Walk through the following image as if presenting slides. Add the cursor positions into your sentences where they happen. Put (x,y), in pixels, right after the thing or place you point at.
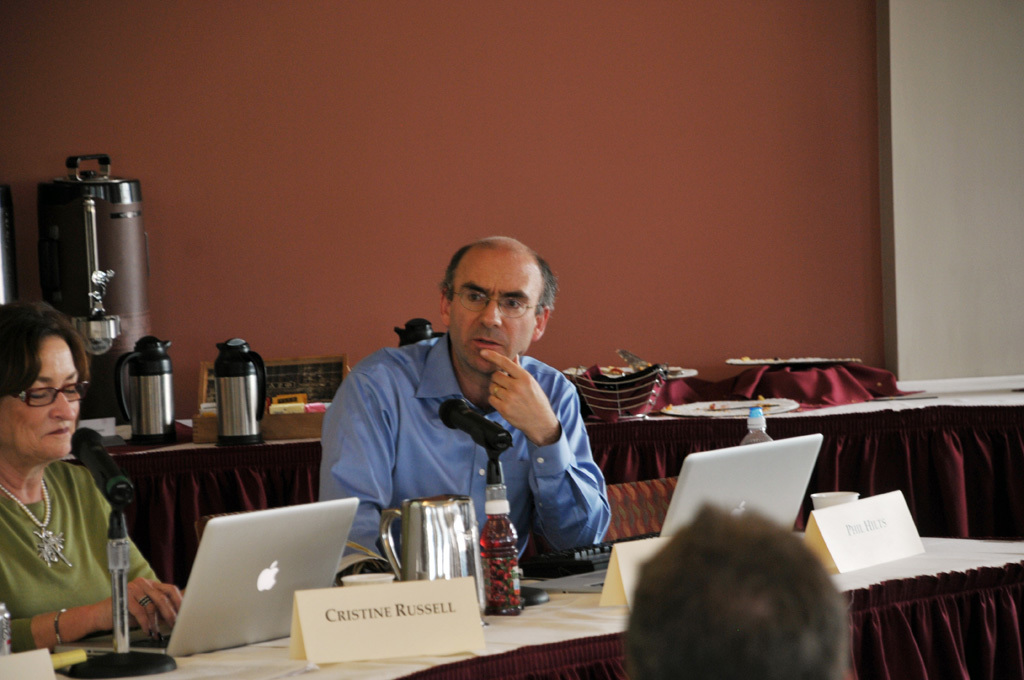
These two persons (57,410) are sitting. We can see microphones (115,532) with stands (111,547), laptops (235,603), jars (457,555), name boards (374,623) on the table (876,573). On the background (583,137) we can see wall (320,189), kettle (235,392).
